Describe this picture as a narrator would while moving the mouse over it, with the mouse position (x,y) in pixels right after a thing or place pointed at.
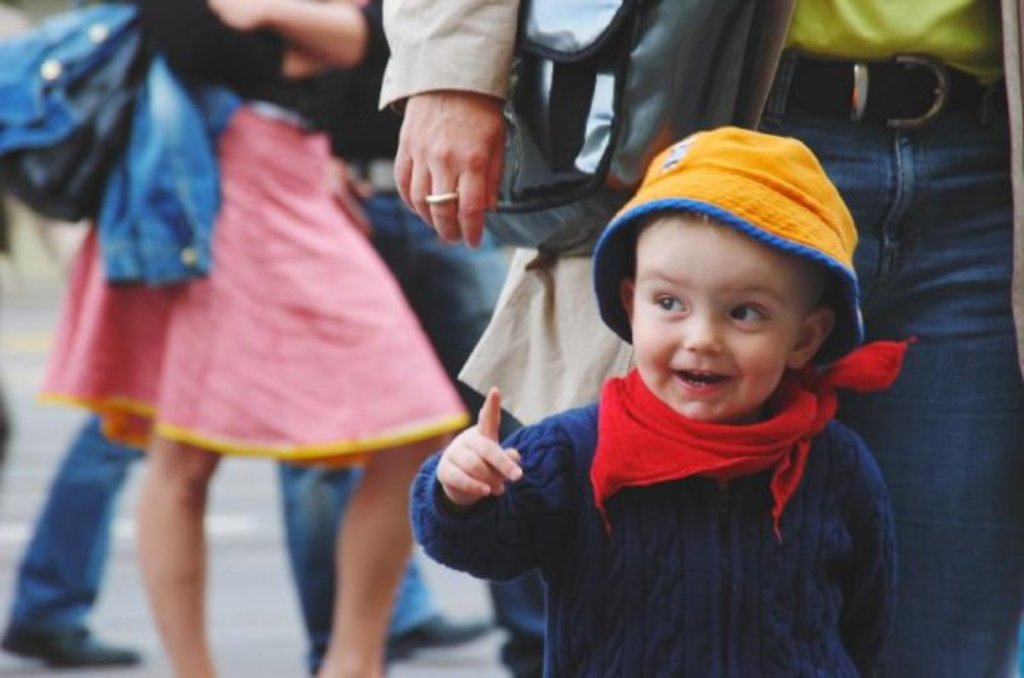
This picture describes about group of people (501,348), on the right side of the image (731,404) we can see a kid (673,424), the kid (671,395) is smiling and wore a cap (727,178).
